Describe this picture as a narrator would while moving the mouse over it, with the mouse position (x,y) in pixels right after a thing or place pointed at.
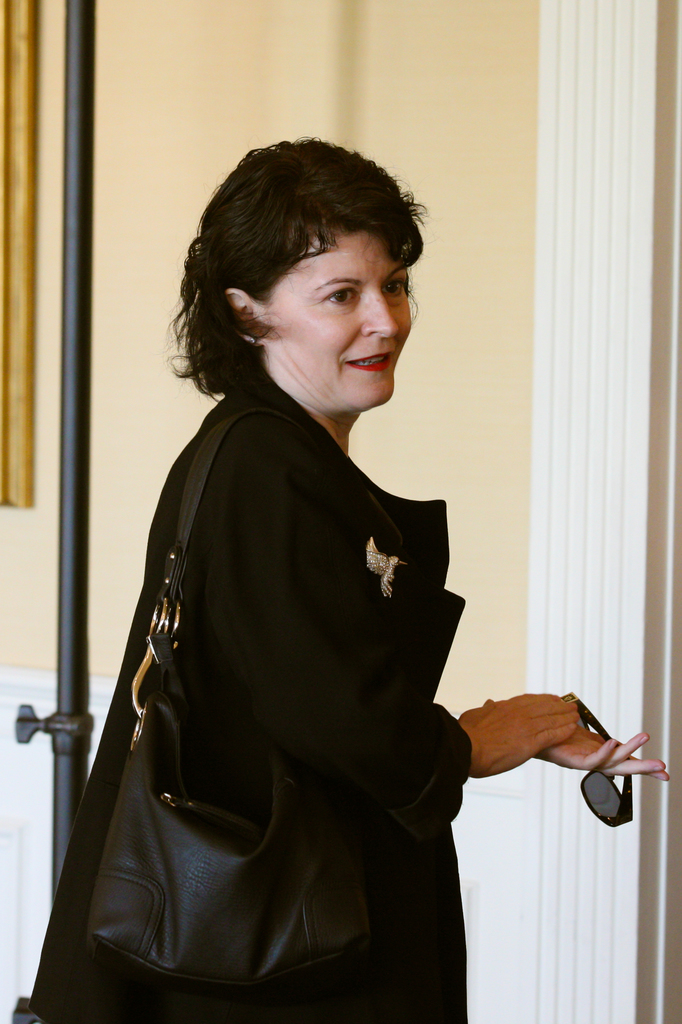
There is a woman (278,576) in the given picture holding a bag (154,849) on her Shoulders (243,485). She is having spectacles (606,808) in her hand (569,757). She is wearing a black dress (240,616) and she smiling. In the background (369,140) there is a wall (359,109) here.
